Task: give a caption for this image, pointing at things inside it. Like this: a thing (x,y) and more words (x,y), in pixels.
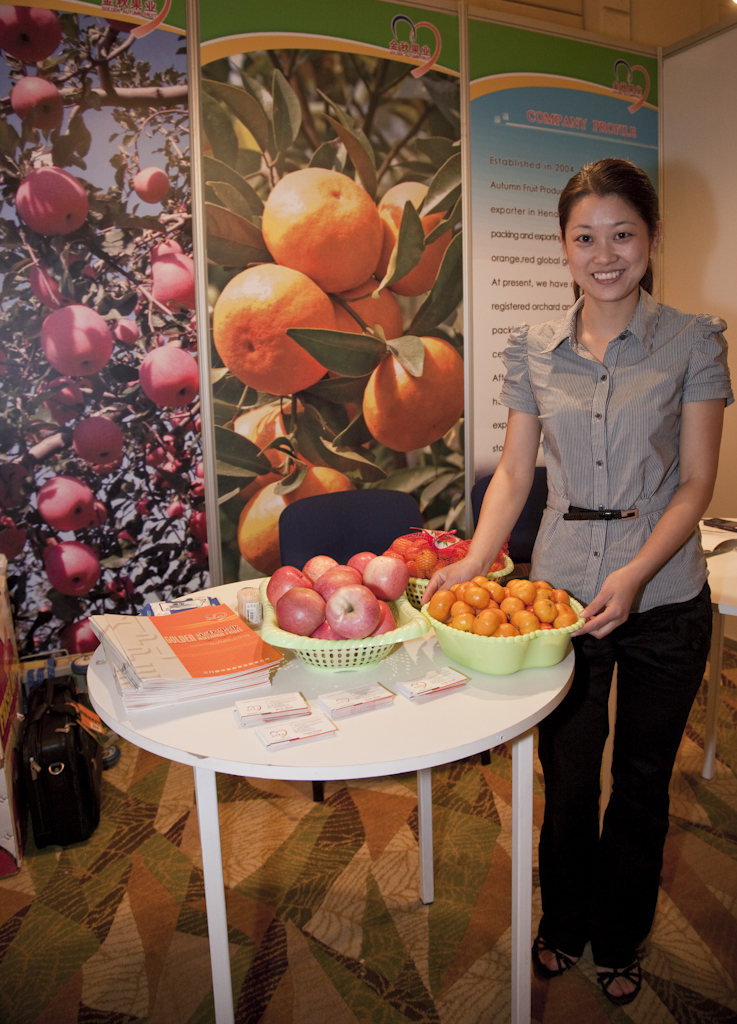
In this image I can see the person (590,475) wearing the ash and black color dress (621,535). In-front of the person (619,417) I can see the table (404,650). On the table (404,650) I can see the books (170,694), cards (329,728) and the bowls (399,626) with fruits (336,615). In the background (175,278) I can see the banners (175,278) and there is a bag (68,820) on the floor (97,865).
